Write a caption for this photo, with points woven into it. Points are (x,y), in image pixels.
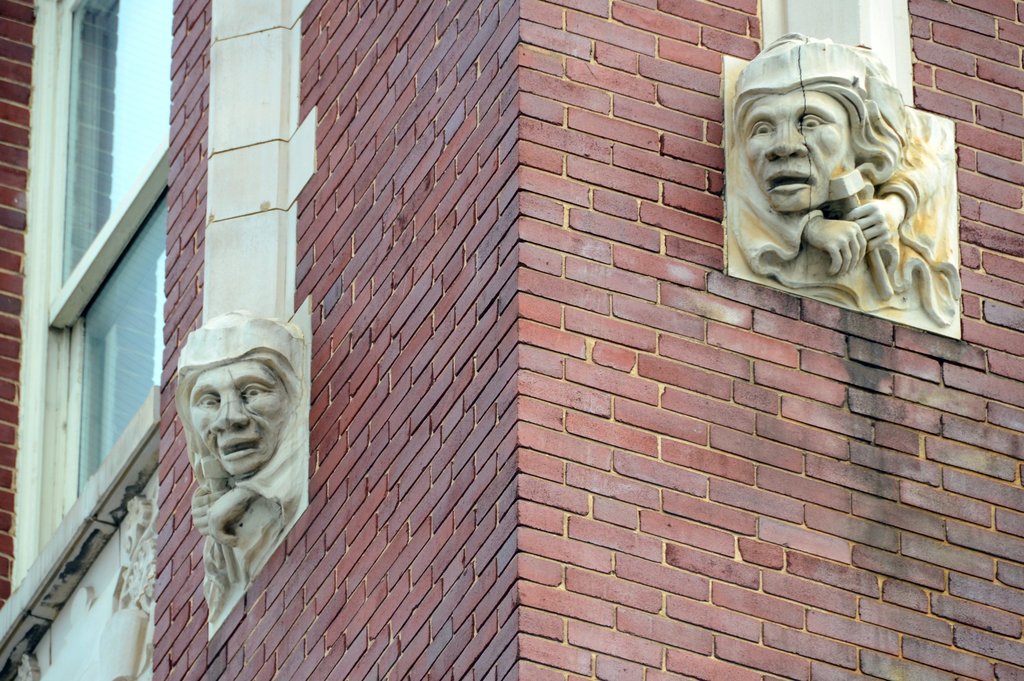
In this image we can see statues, walls (963,55), and a window (129,407).
